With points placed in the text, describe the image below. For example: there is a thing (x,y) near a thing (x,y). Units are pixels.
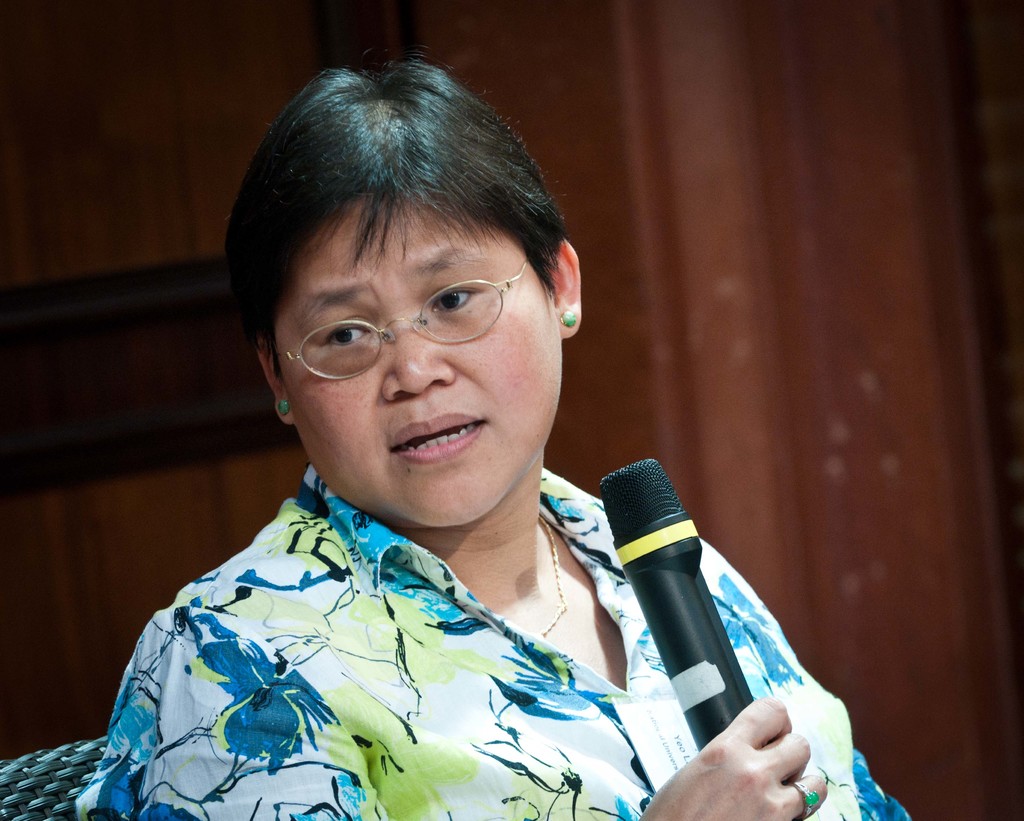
This picture is of inside. In the center (504,278) there is a person (426,631) sitting on the chair (64,764), wearing a floral shirt (437,722), holding a microphone (620,540) and seems to be talking. In the background (855,143) we can see a wall (885,471).
